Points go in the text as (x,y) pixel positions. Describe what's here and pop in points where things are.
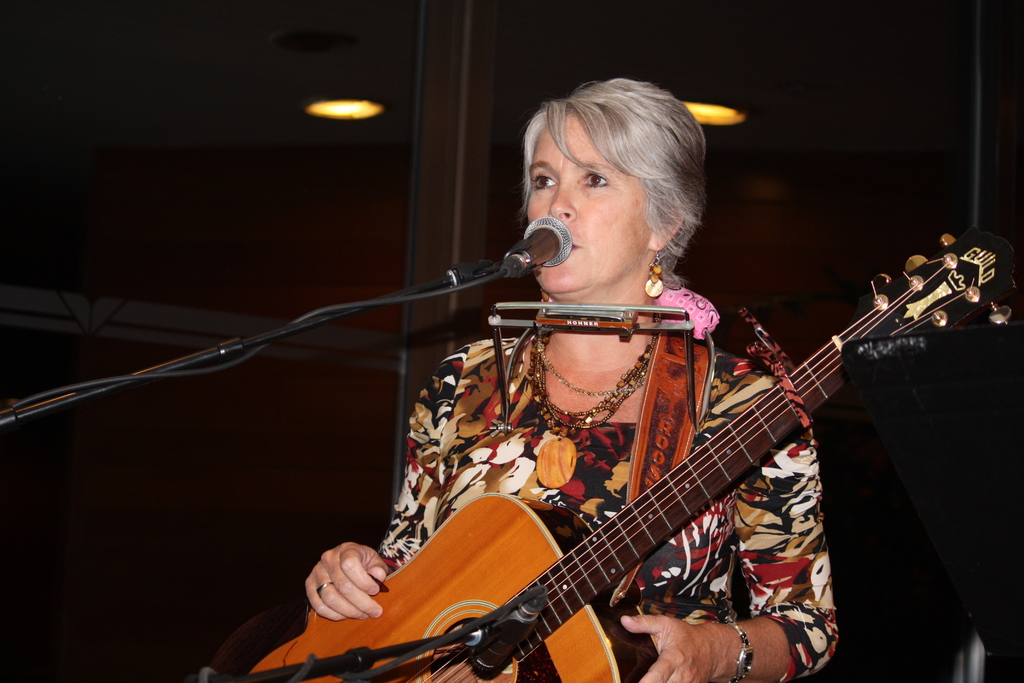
In this picture only one woman (451,373) is present and standing where she is holding a guitar (617,520) and singing in front of the microphone (553,235).
